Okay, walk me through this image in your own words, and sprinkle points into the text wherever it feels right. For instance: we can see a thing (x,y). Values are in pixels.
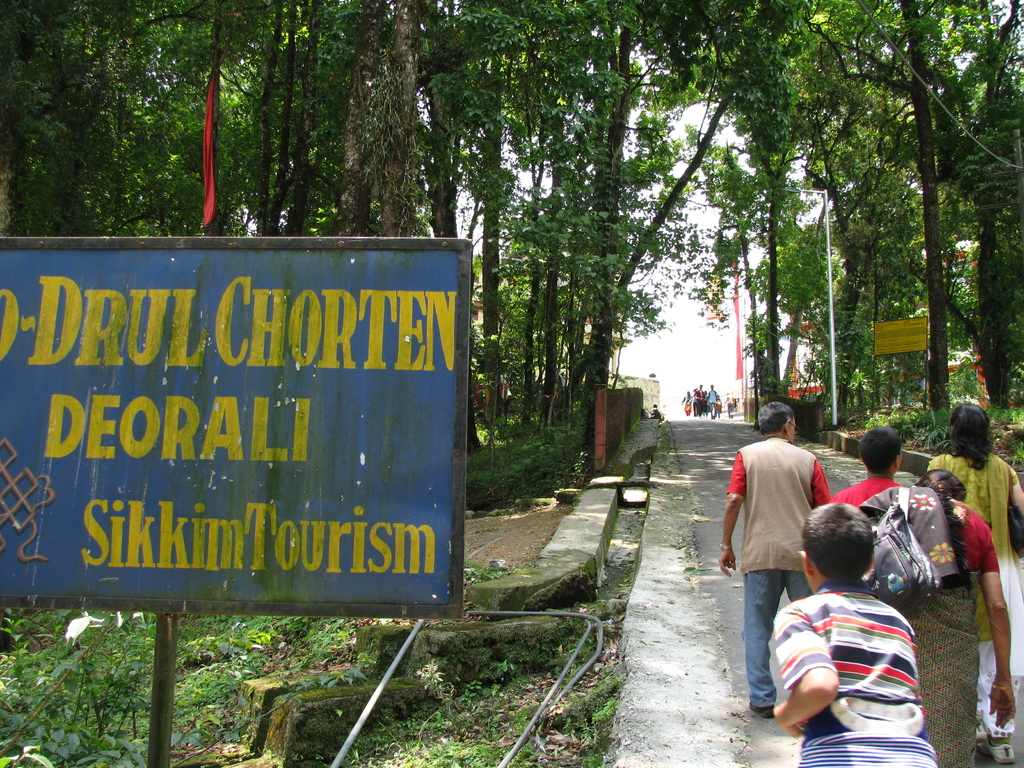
In this image I can see the road (725,451), number of persons (839,523) standing on the road (707,451), the ground (541,533), a blue and yellow colored boards (309,414), few pipes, few poles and few trees (401,12) which are green and black in color. In the background (658,335) I can see the sky (688,321).
